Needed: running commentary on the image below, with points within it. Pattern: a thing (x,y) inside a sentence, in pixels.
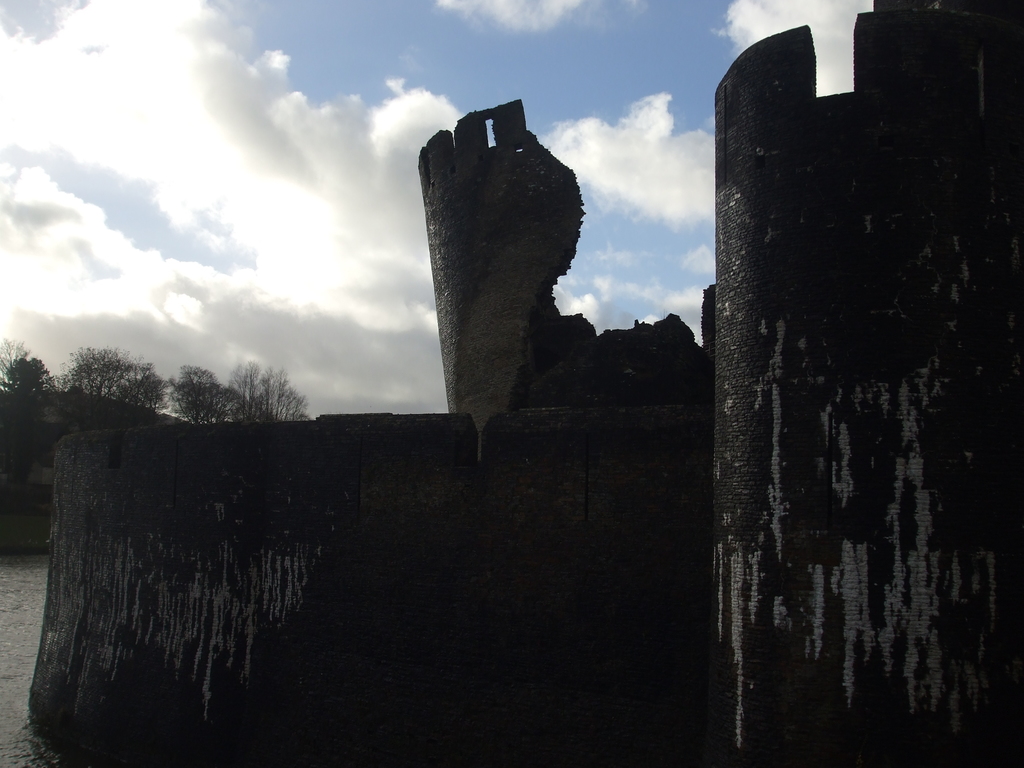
In this image there is water (13,609) at the bottom (4,620). There are trees (30,400) in the background (157,390). It looks like a wall (789,533) in the front (835,336). And there is sky (605,250) at the top (248,3).
